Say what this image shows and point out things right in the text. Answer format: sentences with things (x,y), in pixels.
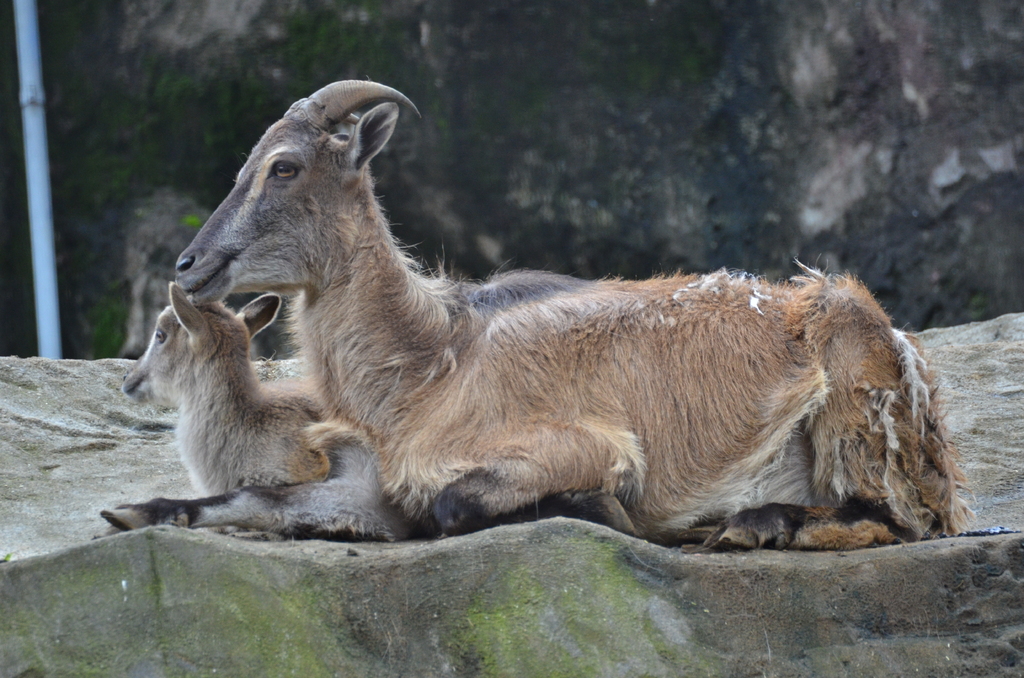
In this image there are two animals (926,468) sitting on the rock (107,639).
